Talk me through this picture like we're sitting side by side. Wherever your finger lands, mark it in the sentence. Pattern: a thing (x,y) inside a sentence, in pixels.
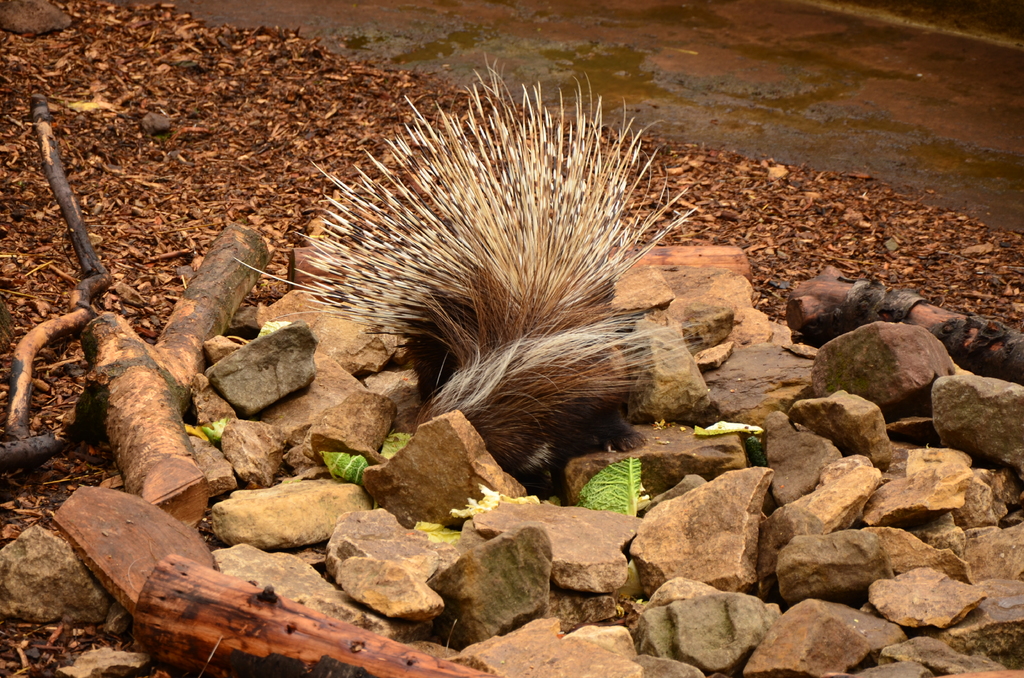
In this picture we can see some stones (417,557) and wood (114,438) at the bottom (153,472), there is a porcupine (495,403) in the middle (483,330), in the background (210,170) we can see sawdust (266,121).
